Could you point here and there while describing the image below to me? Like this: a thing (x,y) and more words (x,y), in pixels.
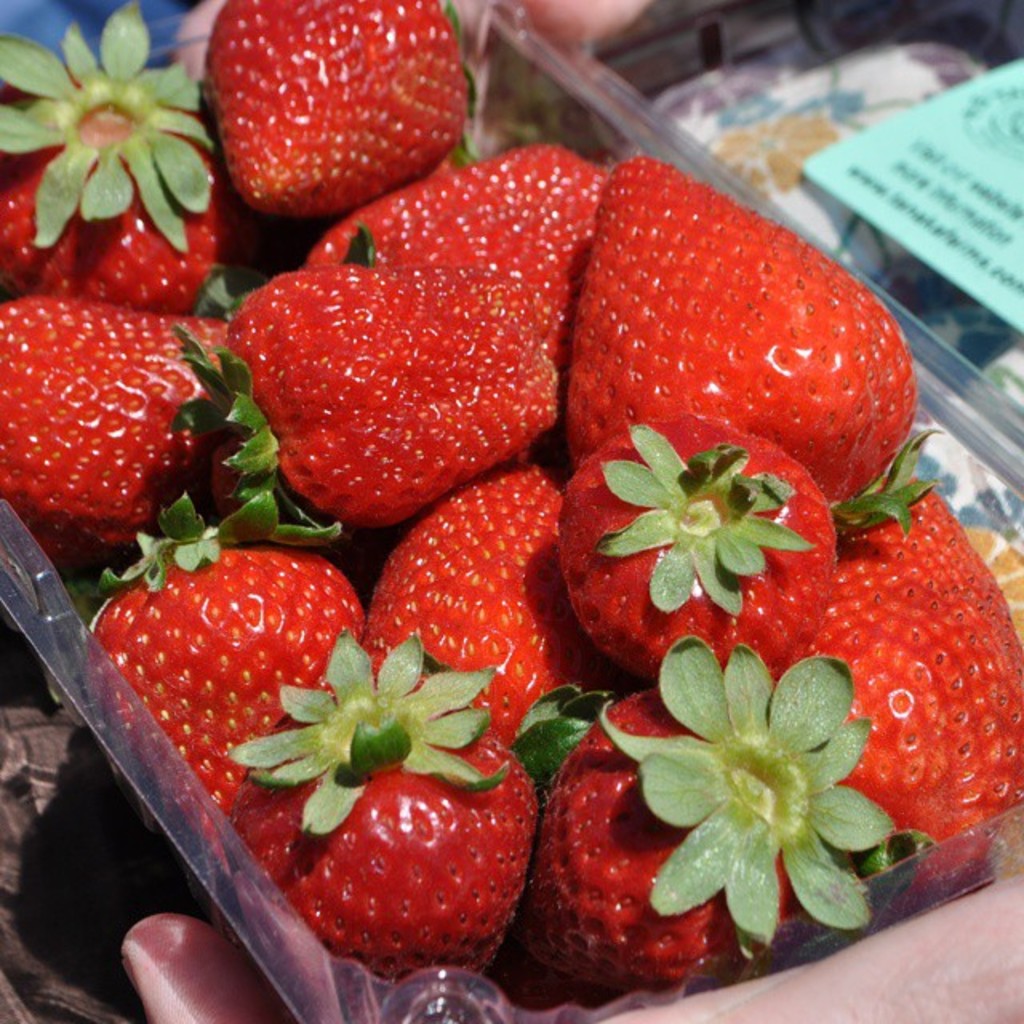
In the image there is a box (261,915) with strawberries (309,649). And also there is a person's hand (773,997). In the background (931,172) there is a card (956,181) with something written on it. And also there is cloth (876,100) with design (869,119).
